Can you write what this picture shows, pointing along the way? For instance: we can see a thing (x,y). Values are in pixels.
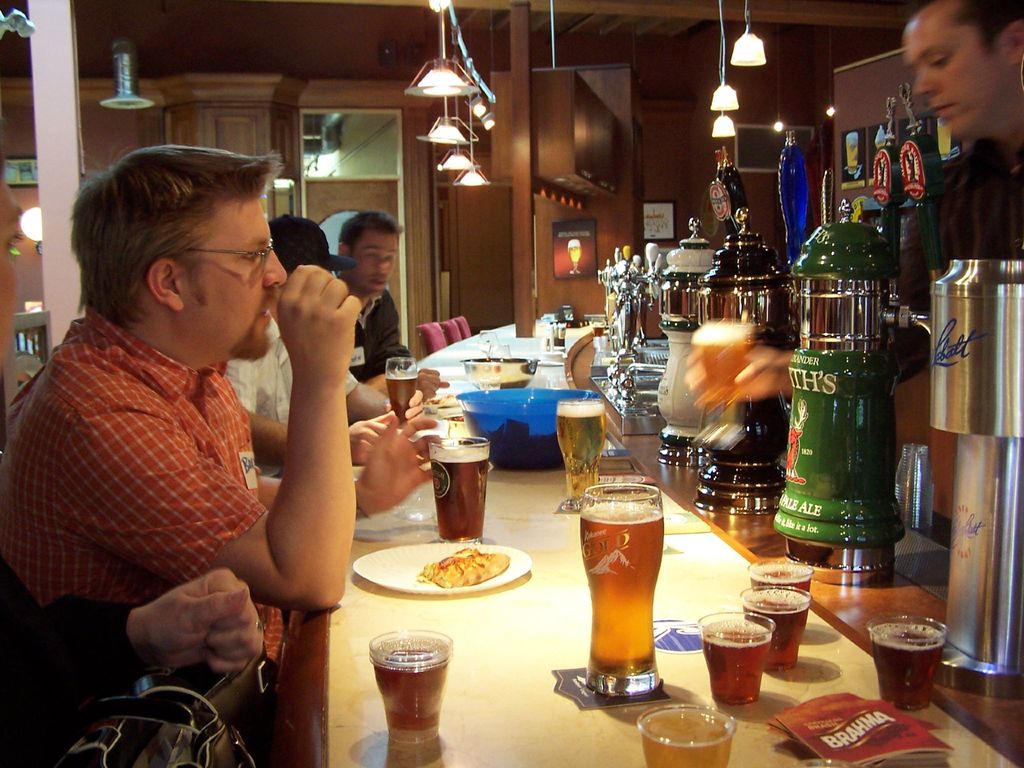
In this image I can see a person (150,435) wearing orange colored shirt (166,438) is sitting in front of a desk (513,629) and on the desk (515,650) I can see few glasses (423,641) with liquid (614,513) in them, a white colored plate (405,554) with food item (490,577) in it and few jars (766,472) which are green and black in color. I can see another person (999,254) is standing and holding a glass (734,386) in his hand (747,390). In the background (276,359) I can see few other persons (372,308) sitting, few lamps (718,135), the ceiling (370,2), the door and few other objects (661,205).
